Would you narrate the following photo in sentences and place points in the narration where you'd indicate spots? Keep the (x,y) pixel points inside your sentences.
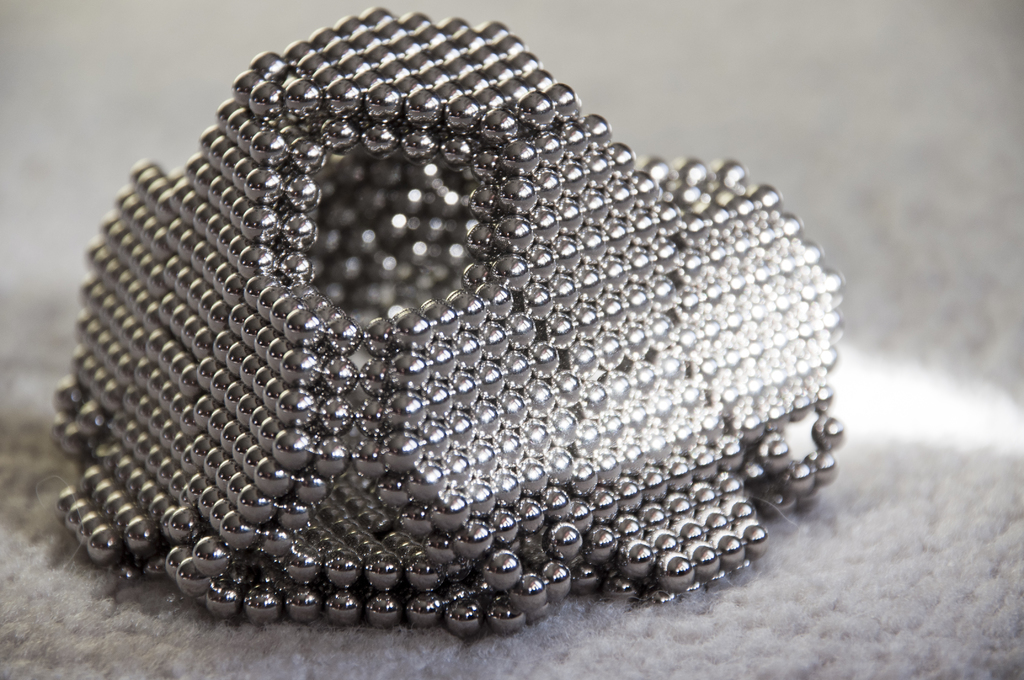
In this picture we can see many buckyballs (509,335).
